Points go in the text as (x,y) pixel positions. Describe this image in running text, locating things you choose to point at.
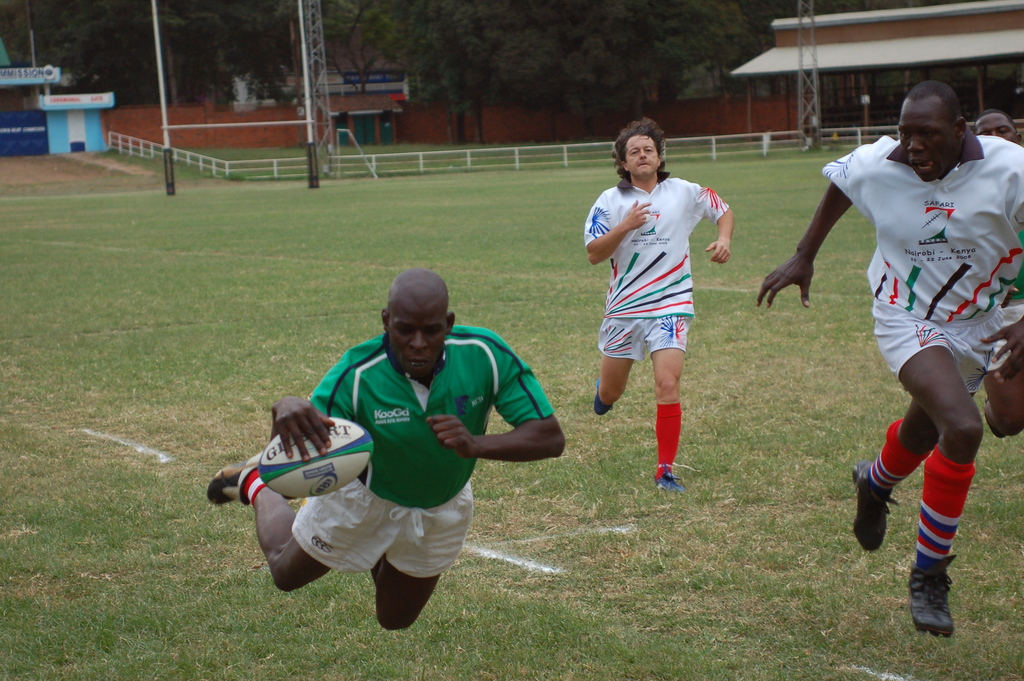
In front of the image there is a person (360,478) holding a rugby ball (354,462) is in the air, behind the person (511,406) there are a few other people (653,258) running, behind them there is a goal post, metal rod fence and poles (803,100), trees (287,90) and buildings (789,104) with glass doors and walls (322,119).
